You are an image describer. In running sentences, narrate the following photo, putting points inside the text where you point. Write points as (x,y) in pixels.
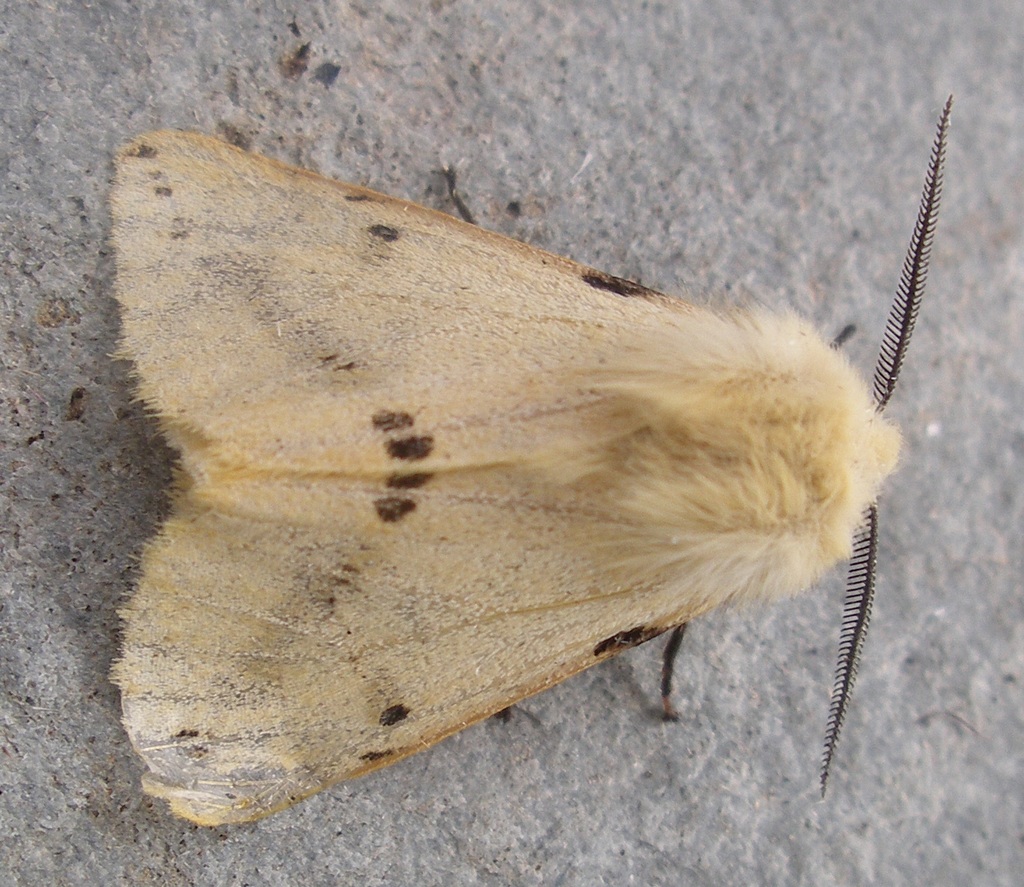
In this picture there is a moth (594,319) in the image.
